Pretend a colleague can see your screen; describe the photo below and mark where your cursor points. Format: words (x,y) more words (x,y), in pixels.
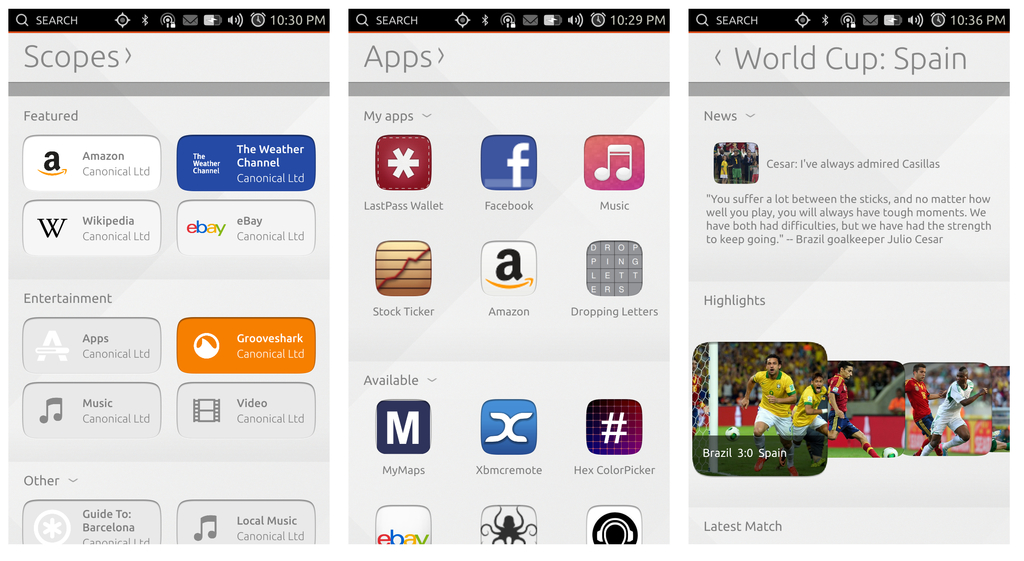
This is a web page. On the right side of the image (757,428) we can see some persons (793,411) are playing in the ground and also we can see the boards (891,420), mesh (707,393), a group of people (757,363) and ground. In this picture we can see the logos (501,180) and text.
